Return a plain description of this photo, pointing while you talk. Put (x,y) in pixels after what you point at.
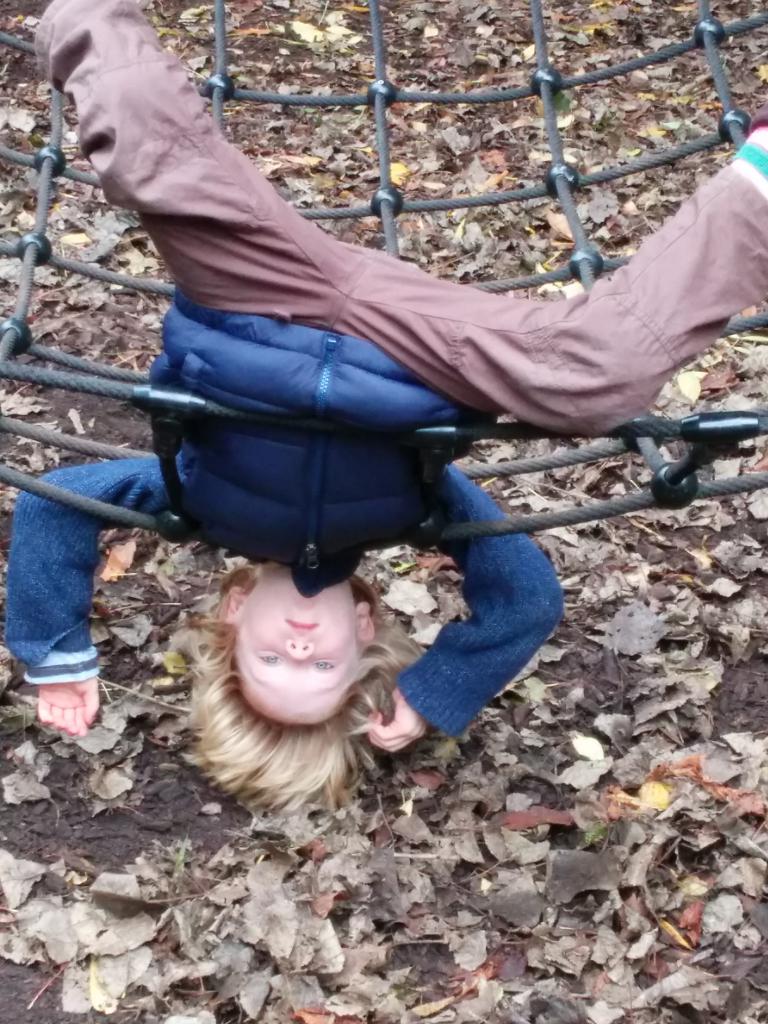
In this image there is a kid (194,508) stuck up in a net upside down, on the surface (335,198) there are dry leaves (62,322).
